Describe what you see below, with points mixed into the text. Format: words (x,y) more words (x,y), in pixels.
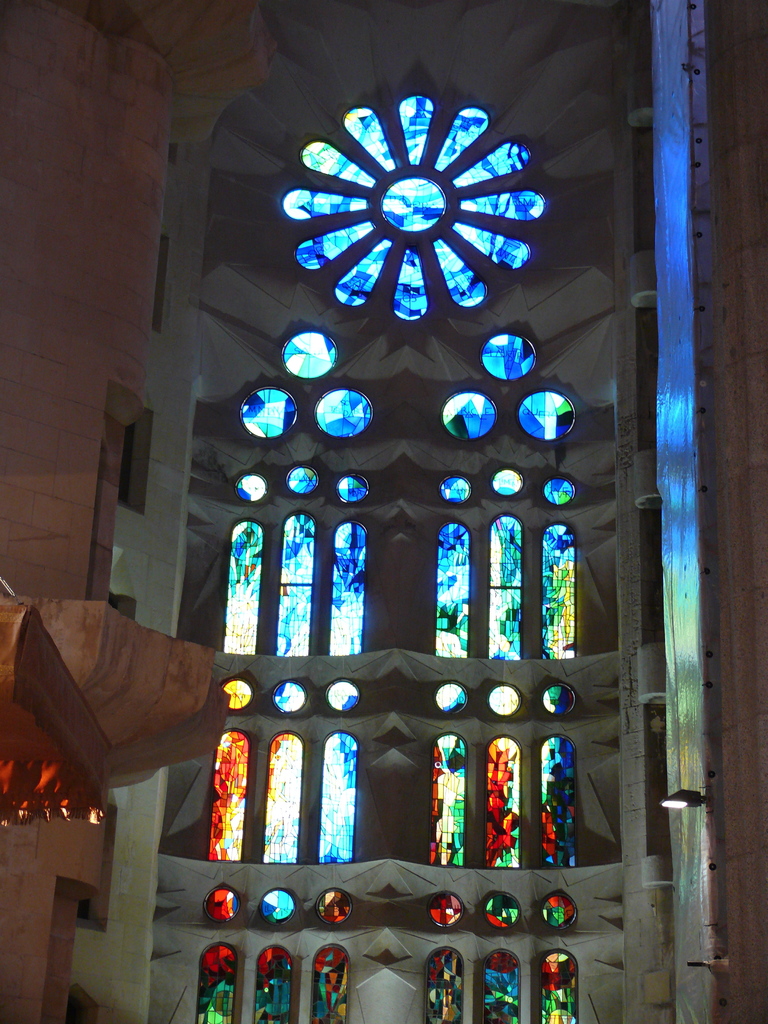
This is an inside view picture of a church (368,485) with glass painting (458,785). At the right side of the picture (688,793) we can see a light (702,797) and at the left side of the picture (93,560) we can see pillars (124,892).
